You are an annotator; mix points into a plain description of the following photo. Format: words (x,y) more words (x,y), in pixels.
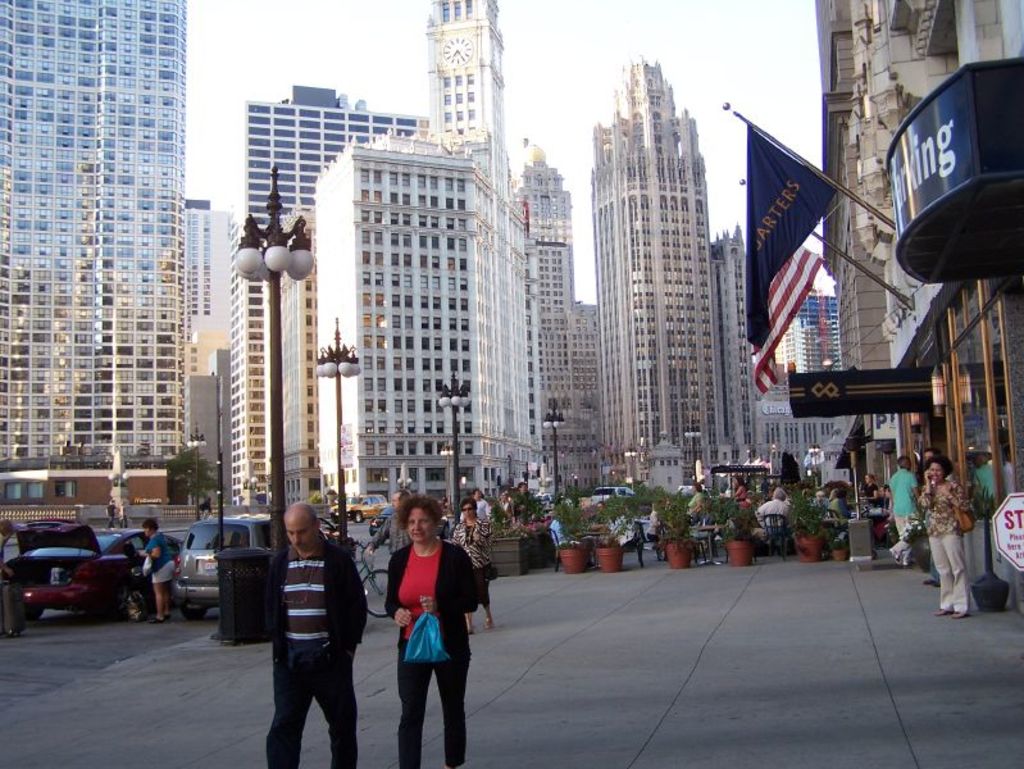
In the center of the image (395,498) there is a road (205,693) on which there are people (293,726) walking. There are flower pots (614,546). In the background of the image (526,300) there are buildings (217,216). There are cars (125,553) on the road (22,682). There are street lights (299,262). To the right side of the image (845,44) there are stores (939,262). There are flags (805,252).
